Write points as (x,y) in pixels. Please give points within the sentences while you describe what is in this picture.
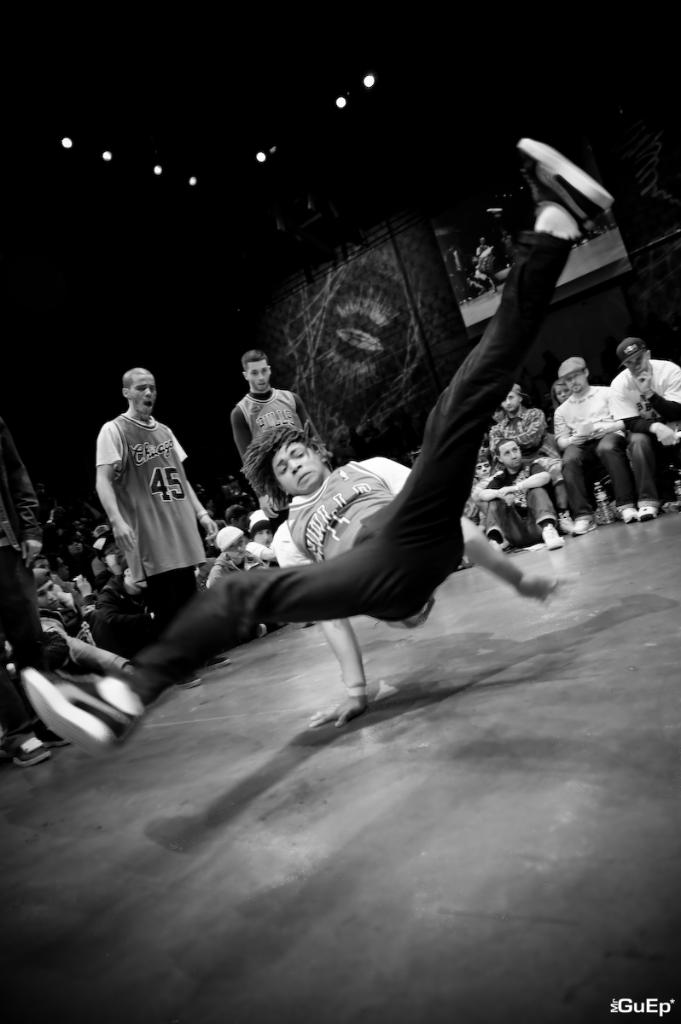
This is a black and white picture. The man (300,448) in the middle of the picture (446,494) is performing. Behind him, we see two men (128,525) are standing, Behind him, we see people (481,476) are sitting on the floor (634,541). In the background (281,289), we see a wall (418,272) and a television (487,228) is placed on the wall (419,222). At the top (310,81), we see the lights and it is black in color.
